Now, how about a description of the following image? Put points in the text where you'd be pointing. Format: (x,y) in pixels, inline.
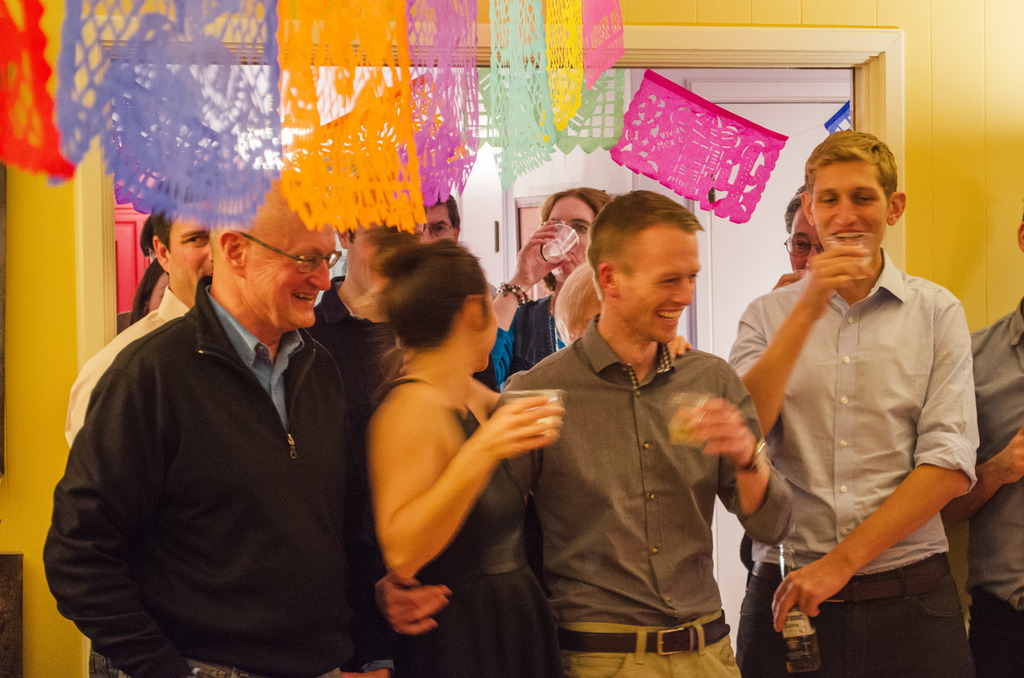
In this image, we can see people (551,330) standing and smiling and some of them are holding glasses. In the background (918,101), there are decor papers (514,83) hanging and there is a door (791,106) and a wall (930,53).
